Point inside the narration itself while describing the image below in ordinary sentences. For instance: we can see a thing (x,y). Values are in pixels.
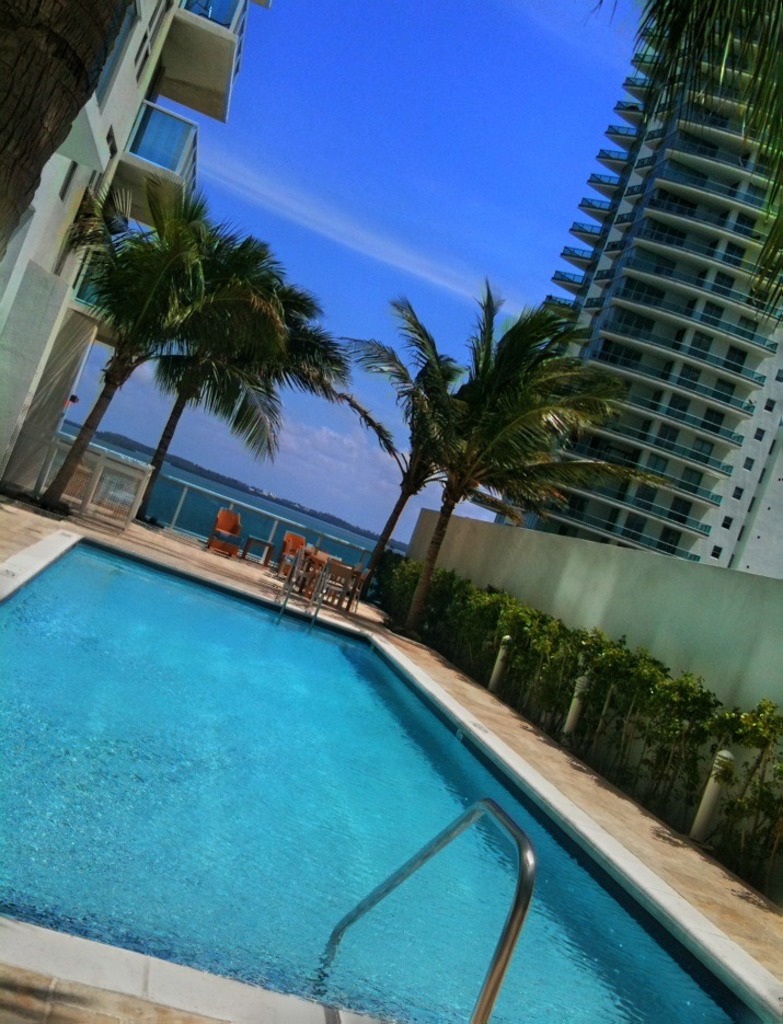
In this image I can see the swimming pool (205,732), few plants (608,718), few trees (252,409), few poles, few chairs (223,532) and few buildings (1,426). In the background (252,517) I can see the water (245,497) and the sky (400,191).
